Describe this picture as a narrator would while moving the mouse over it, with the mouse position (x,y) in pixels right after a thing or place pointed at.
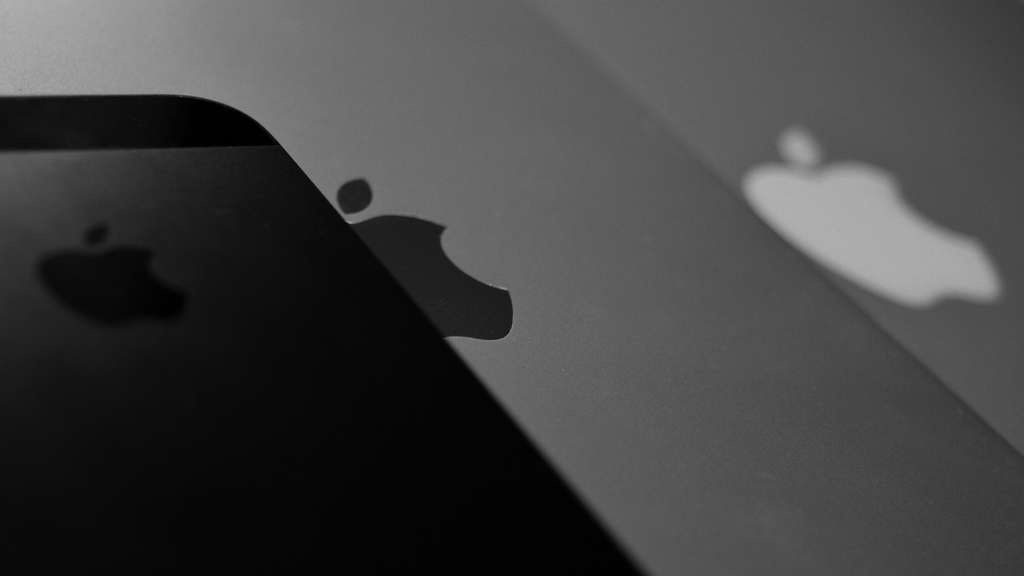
In this picture we can see the backside view of the apple phone (304,289). Behind there is a grey background (763,254) with an apple logo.
